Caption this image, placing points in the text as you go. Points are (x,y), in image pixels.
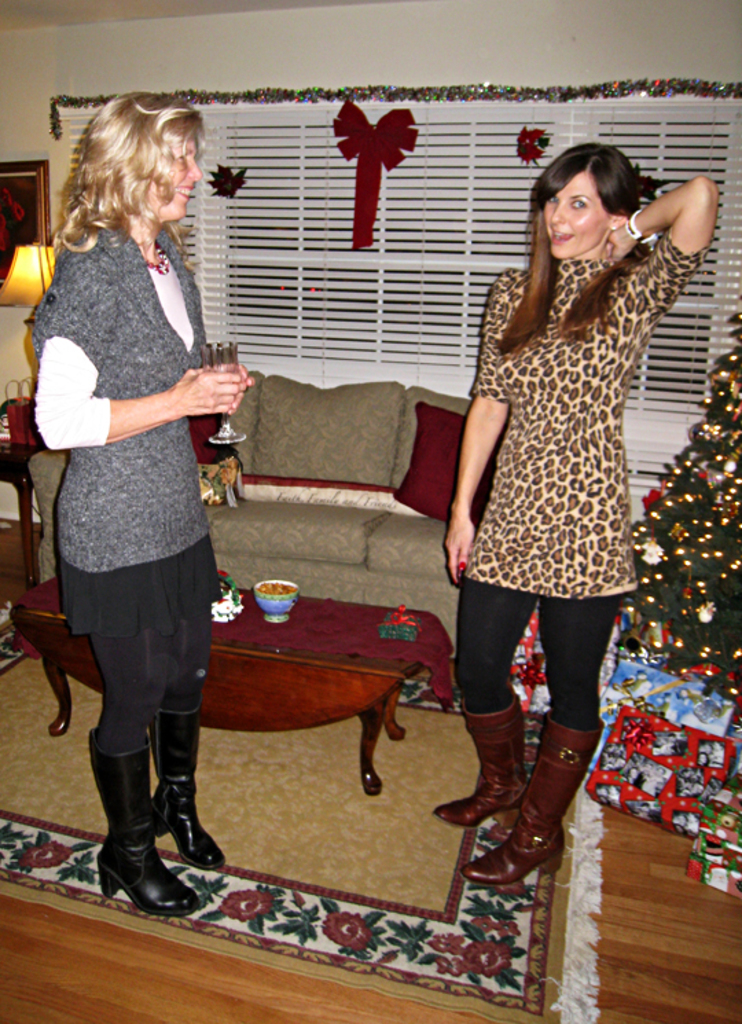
On the left side (154,482), there is a woman (143,289), smiling, holding a glass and standing on a mat (227,902) which is on the floor (312,1010). On the right side (617,222), there is a woman (621,201), smiling, placing one hand (630,243) on her neck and standing. Beside her, there is a Christmas tree (723,544). In front of her, there is a table (263,690) on which, there is a bowl (277,610) and other objects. In the background (309,545), there is a sofa (288,426), a light (30,282) on a side table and there is a window (289,267).
